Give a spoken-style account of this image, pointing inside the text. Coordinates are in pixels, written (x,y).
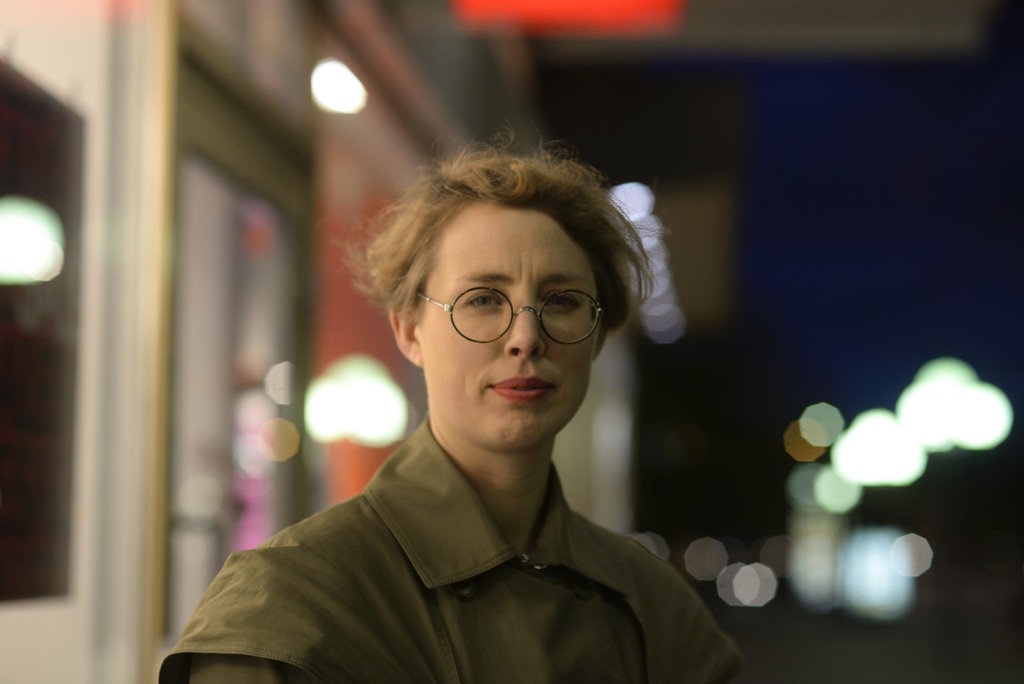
In this picture there is a woman (504,322) wearing spectacles (504,322) and there is a store (208,361) in the left corner (232,379) and there are few lights (876,442) and some other objects (808,474) in the right corner (825,405).
